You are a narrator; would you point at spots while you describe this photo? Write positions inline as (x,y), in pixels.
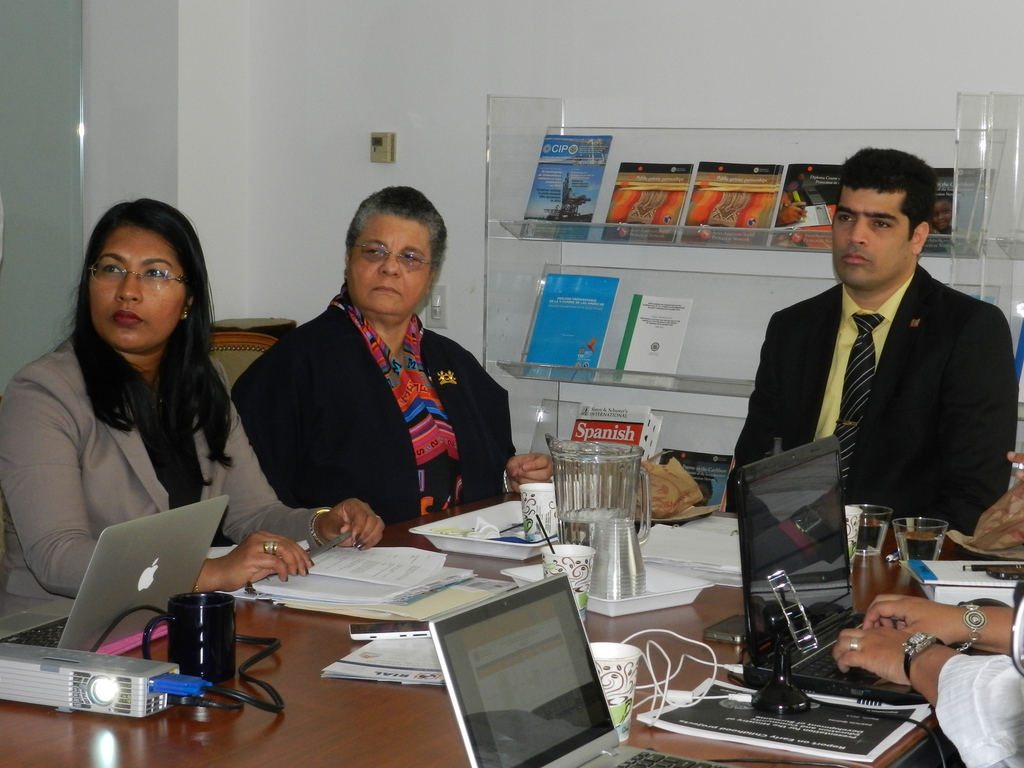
In this image two ladies (242,410) are sitting and a person (882,383) is sitting right most of the image (902,346), In the image there is a table (685,611) on which many objects (605,649) are placed over it, there is a shelf (643,278) on which books (697,195) are placed.
